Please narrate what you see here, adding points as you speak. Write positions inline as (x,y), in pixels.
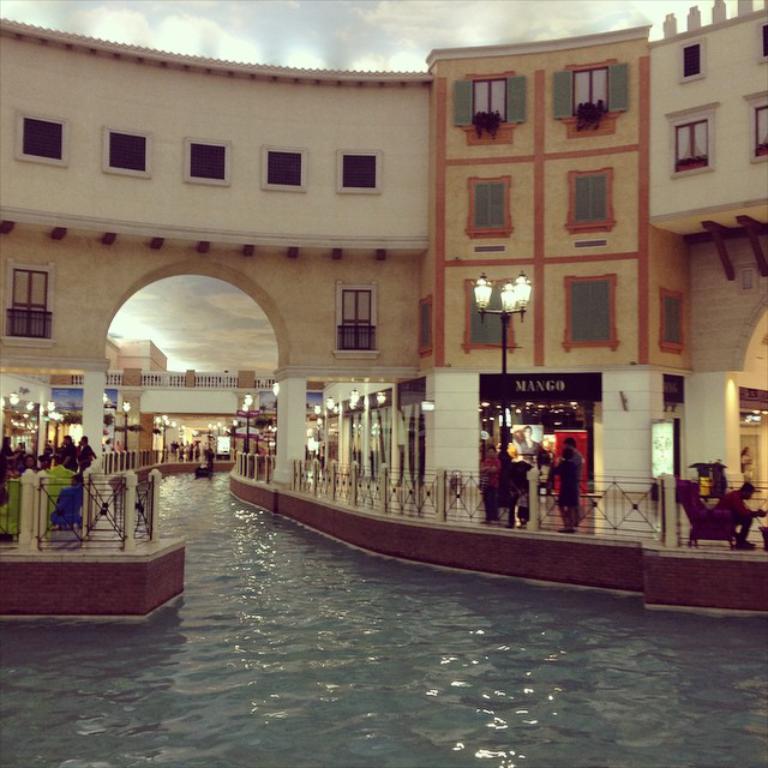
In this image I can see water (204,512) in the center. There are fences (40,488), people (67,492) are present. There are stores (50,428) and buildings (727,373). There are light poles (127,413).
